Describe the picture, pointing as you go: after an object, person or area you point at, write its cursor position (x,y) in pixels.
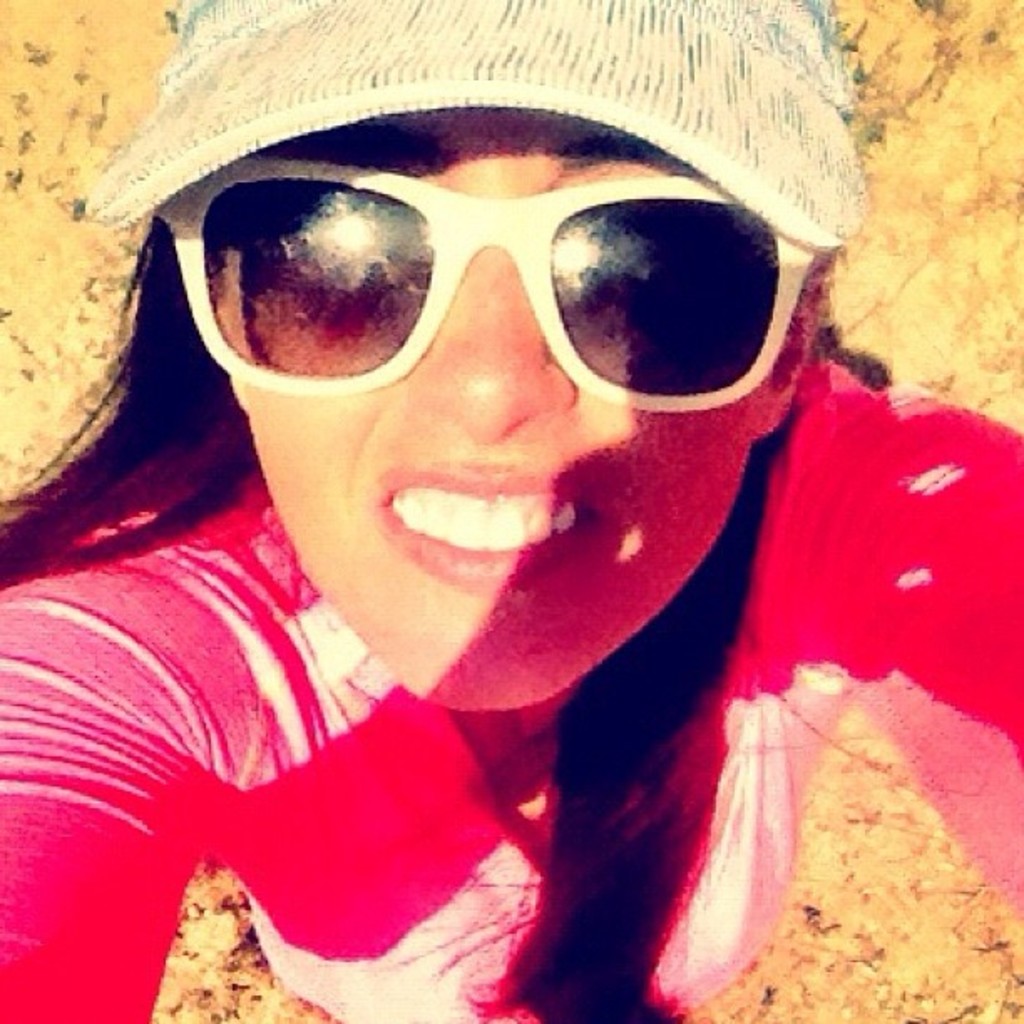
There is a woman (812,631) standing and wore glasses (680,329) and cap (410,71). In the background (901,74) it is brown.
